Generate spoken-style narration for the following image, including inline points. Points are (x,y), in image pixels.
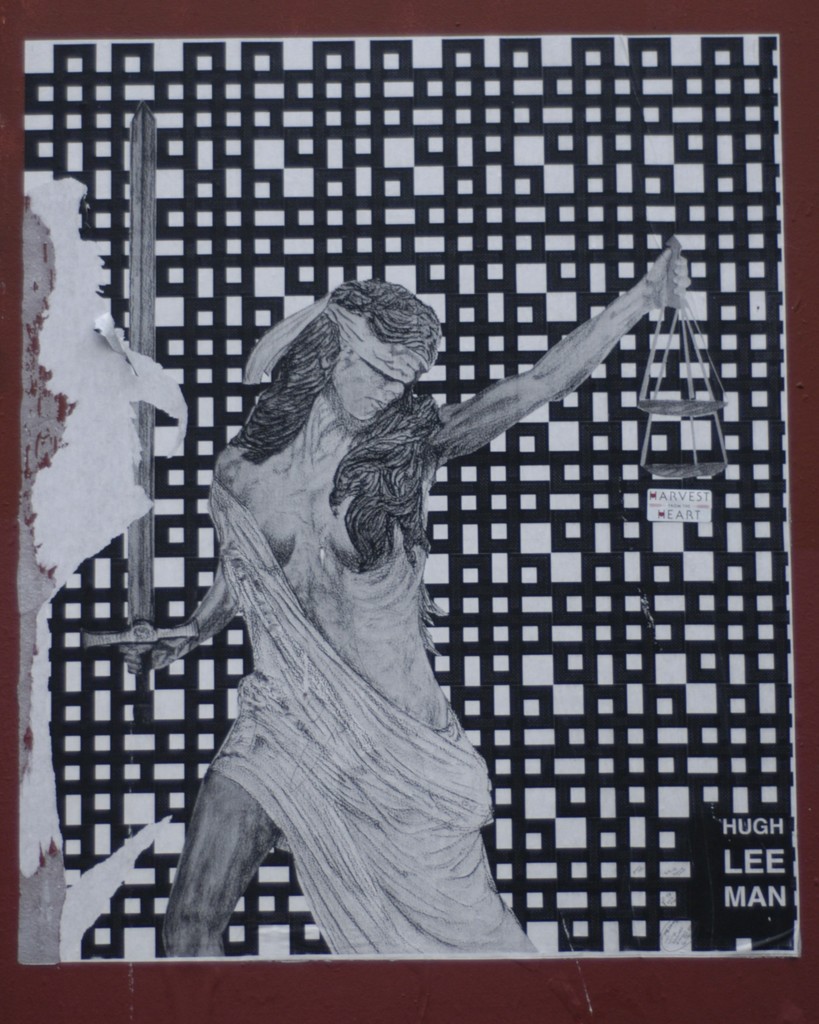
In this image we can see the depiction of a woman (388,421) with blind fold (356,326) and she is also holding the sword (145,156) and the weighing scale (695,468). We can also see the text (769,865) and the image has borders (341,18).
